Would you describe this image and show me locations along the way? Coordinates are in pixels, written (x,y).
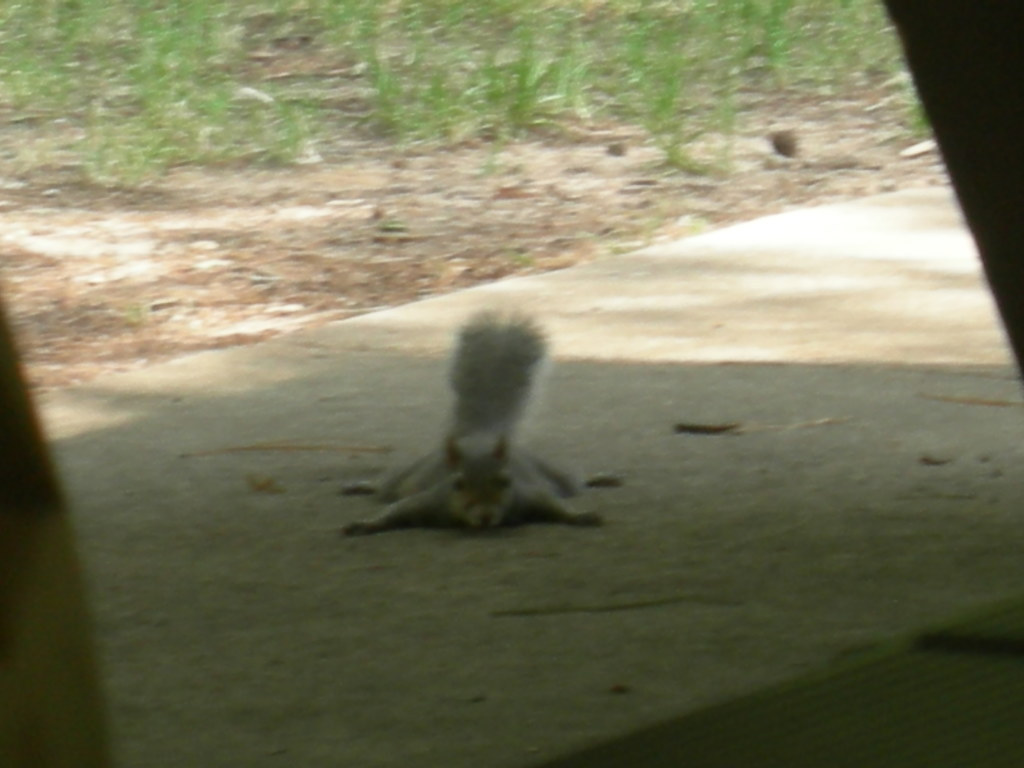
In this image I can see a squirrel (505,494) which is ash in color is laying on the ground (676,506). In the background (379,272) I can see the ground (291,235) and some grass (133,65) which is green in color.
